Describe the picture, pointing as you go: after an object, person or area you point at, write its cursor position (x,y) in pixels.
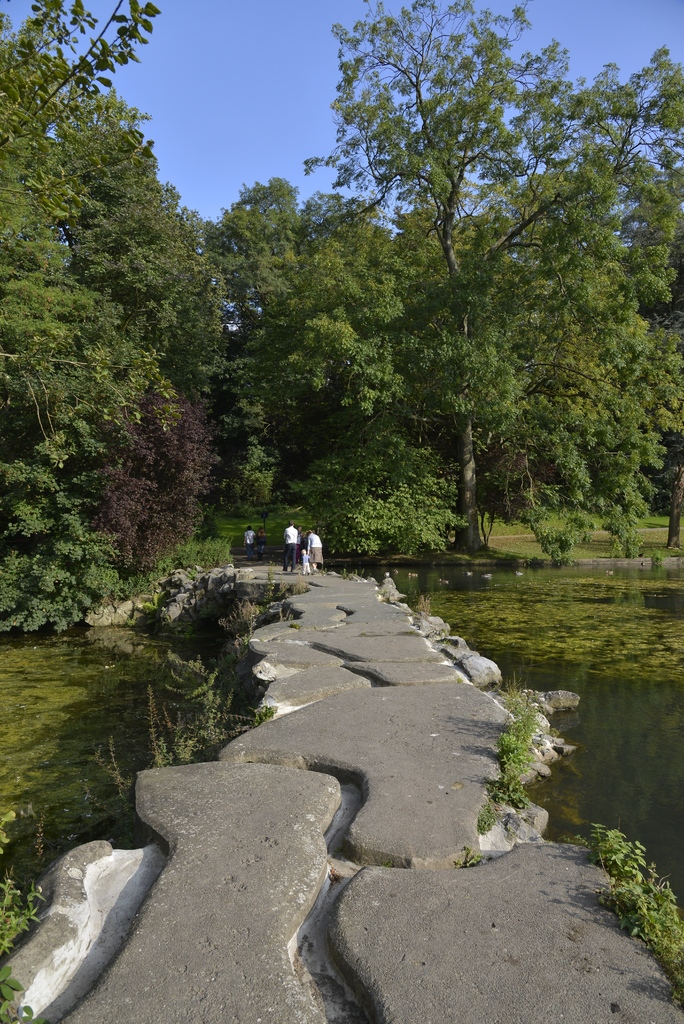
In this picture there is a way (255,909) and there are trees (400,483) and water (569,760) on either sides of it and there are few people (307,562) in the background (294,565).
